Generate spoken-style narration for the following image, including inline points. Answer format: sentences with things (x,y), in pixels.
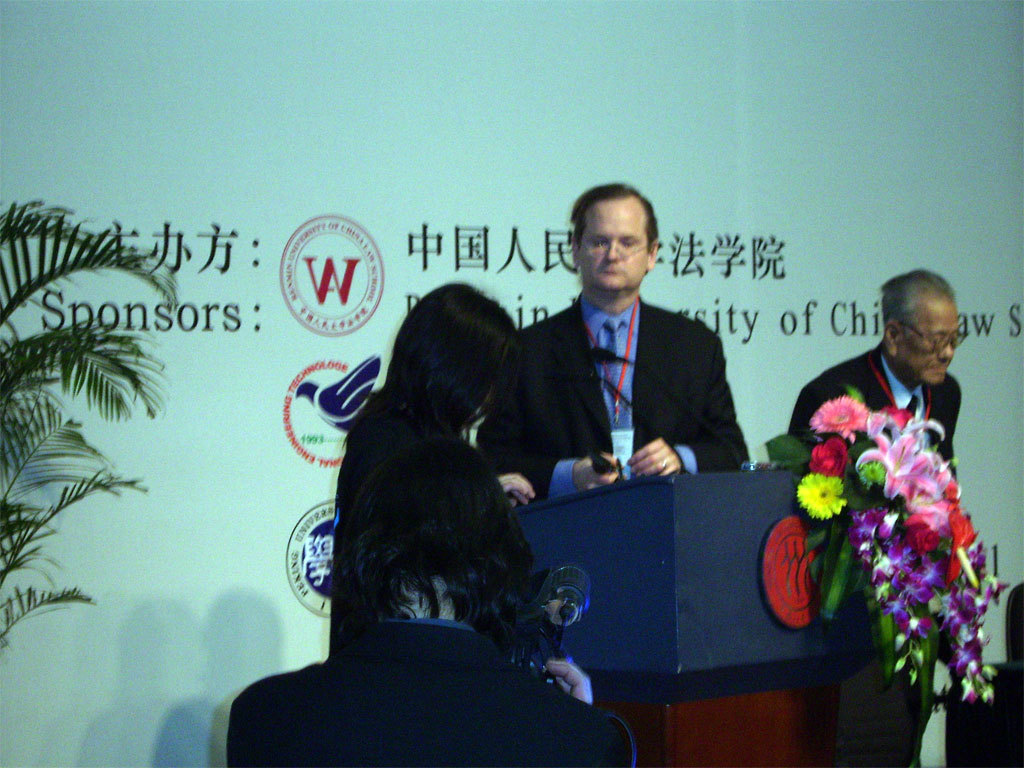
In the image in the center (661,461), we can see three persons (706,420) are standing. In front of them, there is a wooden stand (696,624) and flower bouquet (875,553). In the background (502,191) there is a banner (724,105) and plant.
